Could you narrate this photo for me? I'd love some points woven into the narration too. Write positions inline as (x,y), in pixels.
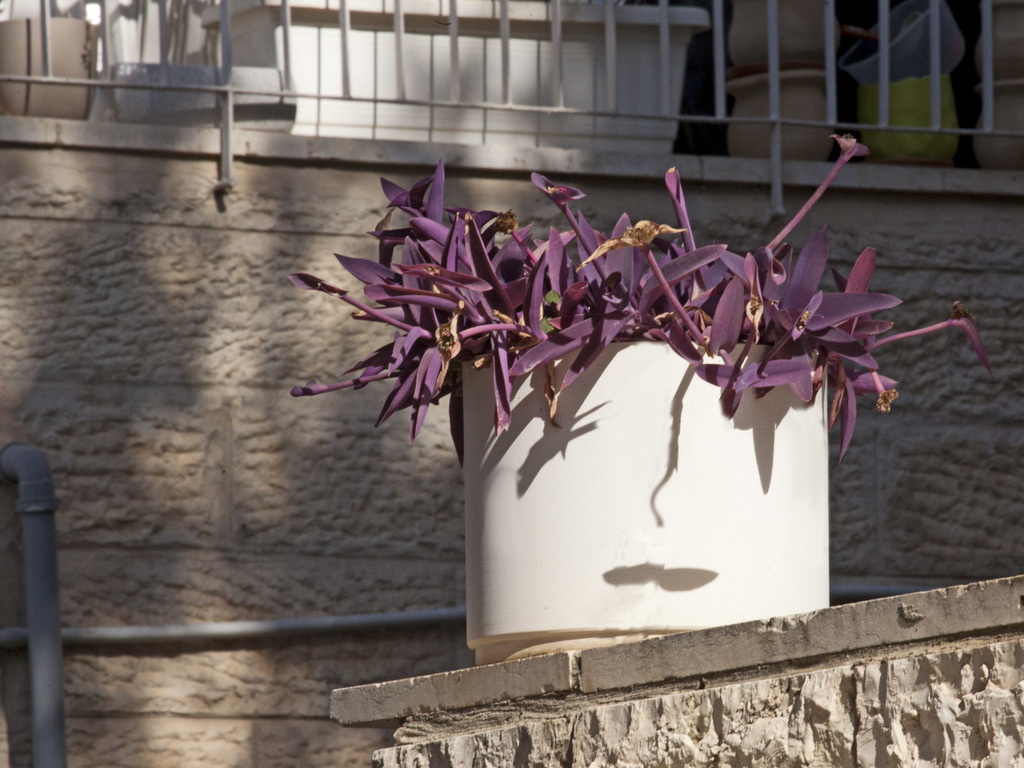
At the bottom of the picture (716,735), we see a wall (711,685) on which a flower pot (739,350) is placed. In the background (234,425), we see a pipe (31,642), railing (399,33) and a wall (138,244). At the top (789,72), we see the pots (785,77) and an object (527,50) in white color.
